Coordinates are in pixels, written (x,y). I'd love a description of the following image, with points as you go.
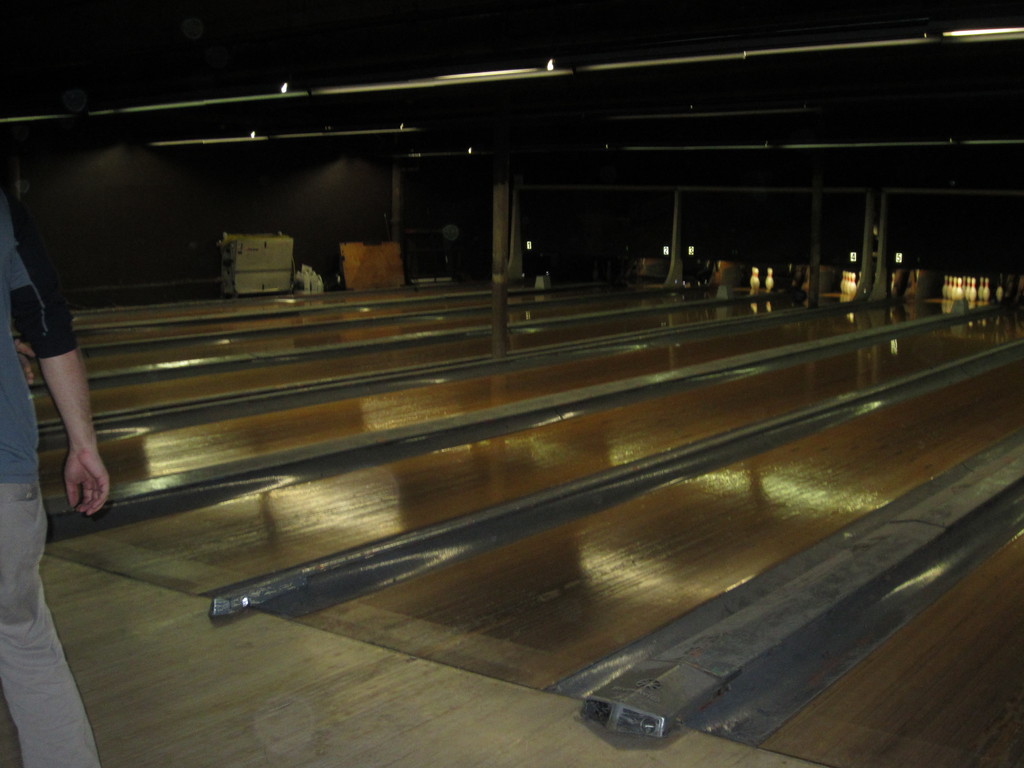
In this image I can see a person (14,416) wearing grey and black colored dress (22,430) is standing on the floor (61,561). I can see the brown colored floor (608,556) and few white colored objects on the other side of the floor (952,302). I can see the black colored ceiling (569,45), few lights (456,77) to the ceiling (523,61), the black colored wall (156,197) and few other objects (273,245).
